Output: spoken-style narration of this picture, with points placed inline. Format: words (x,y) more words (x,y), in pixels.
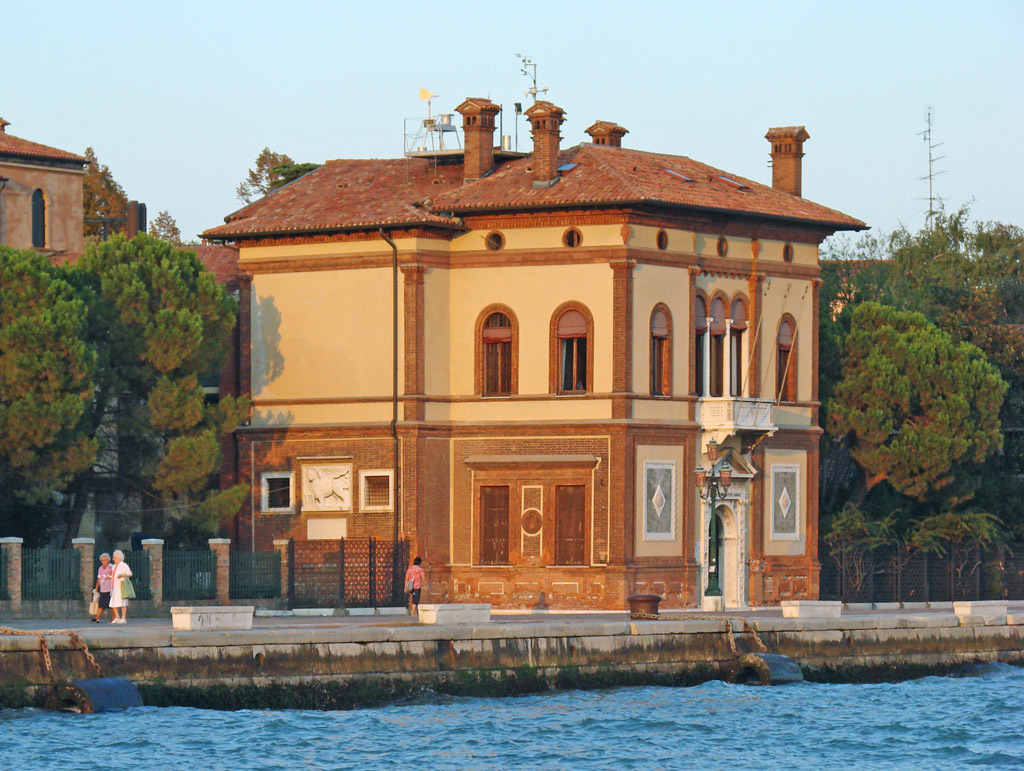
In the center of the image (489,366) there are buildings (231,266). At the bottom (96,591) we can see people (125,576) walking and there is water (473,717). In the background (56,76) there are trees (898,323), pole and sky (333,136). We can see fence (334,566).
